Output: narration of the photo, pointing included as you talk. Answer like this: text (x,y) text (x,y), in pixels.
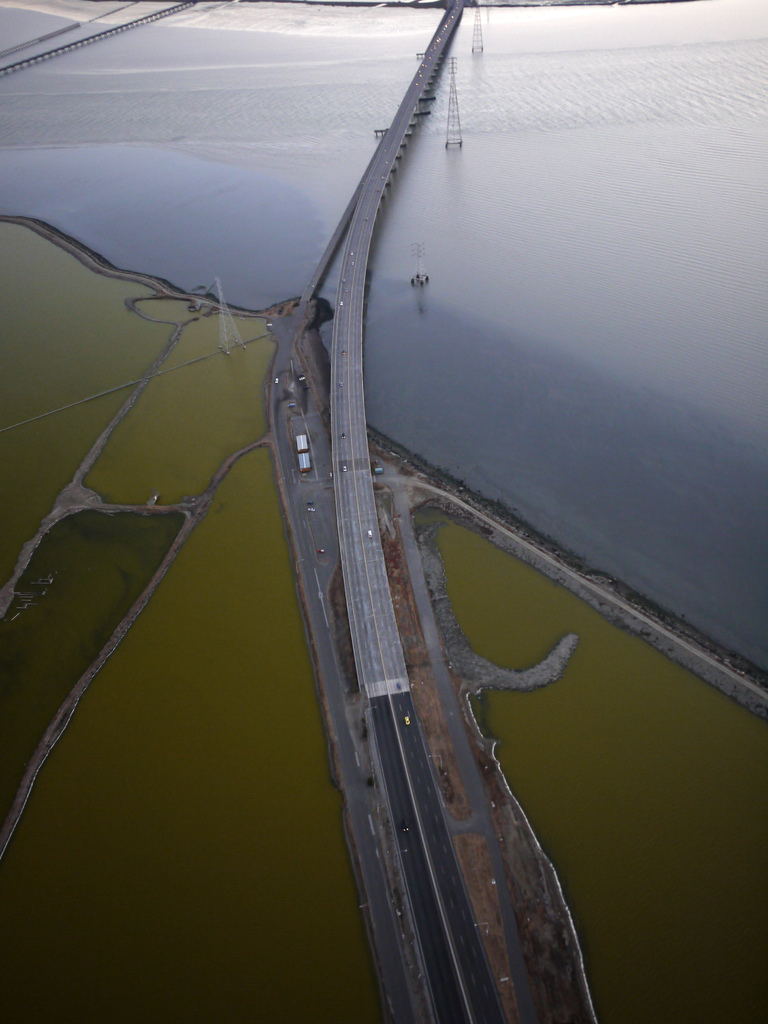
In this image I can see few vehicles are on the road (290,461). To the side of the vehicles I can see the towers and the water (339,254).
